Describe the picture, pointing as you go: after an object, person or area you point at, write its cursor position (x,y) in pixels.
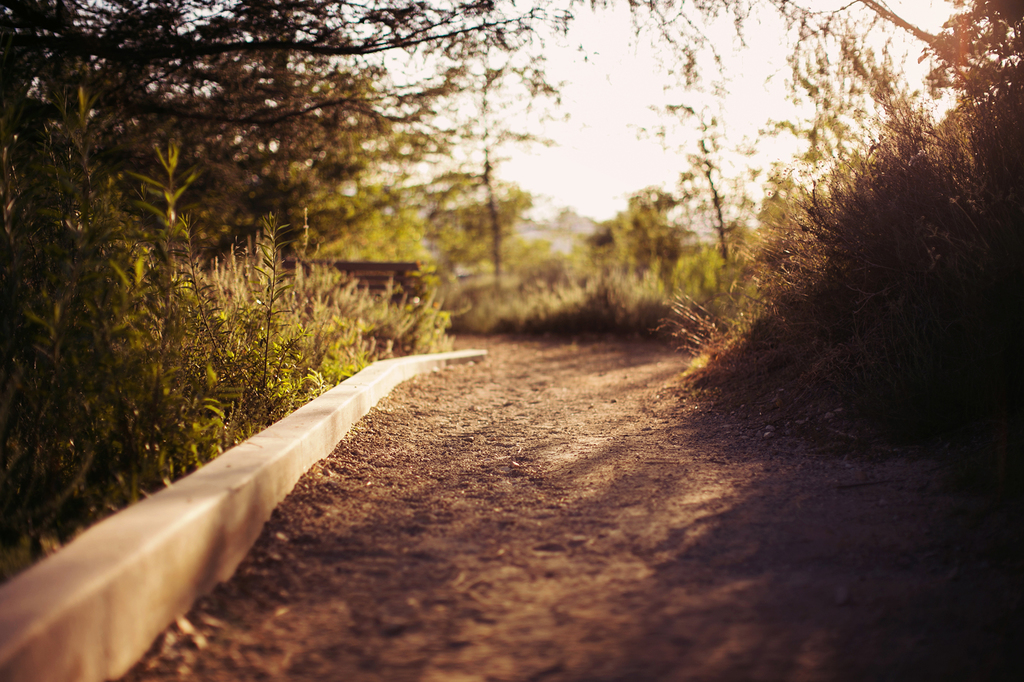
In this image we can see walkway (558,533). On the left side of the image (176,309) there are trees (232,181) and plants (231,306). On the right side (832,384) we can see trees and plants (898,371). In the background (535,150) there is a sky (502,167).
